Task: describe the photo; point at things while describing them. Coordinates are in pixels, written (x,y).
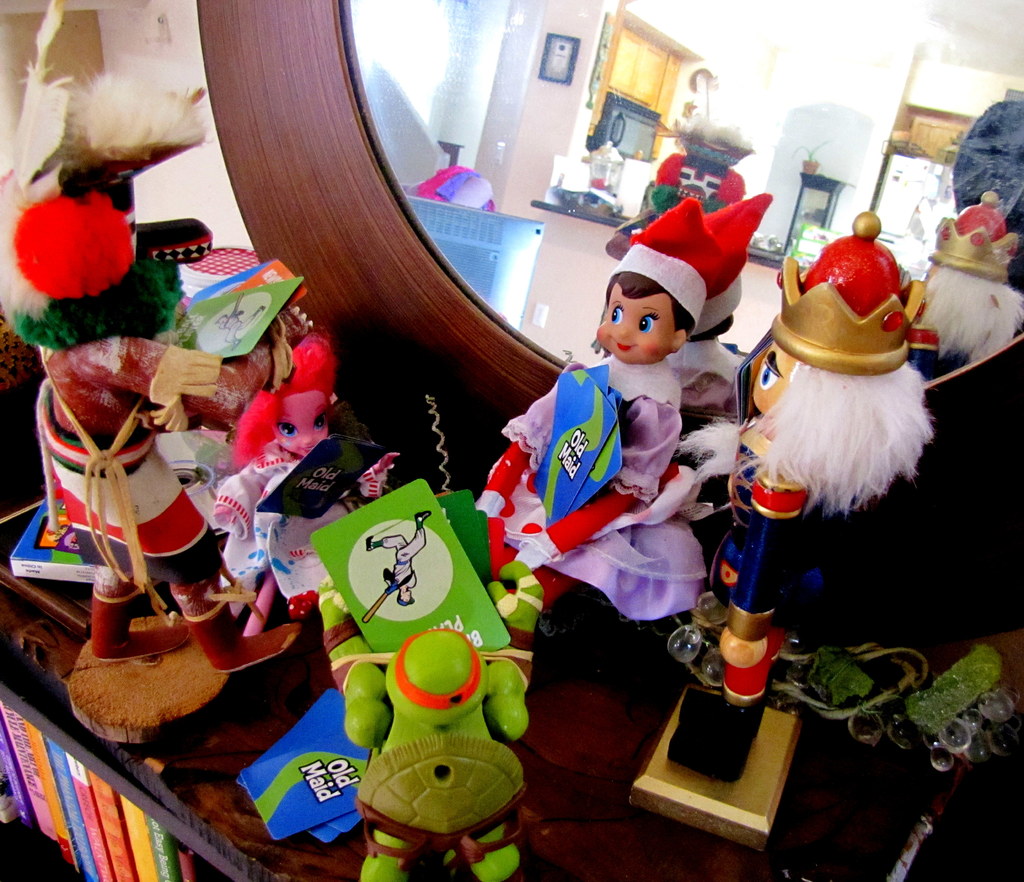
In this picture we can see a mirror stand (652,673) on which we can see so many toys (537,555) are placed and also we can see some books (169,838).
